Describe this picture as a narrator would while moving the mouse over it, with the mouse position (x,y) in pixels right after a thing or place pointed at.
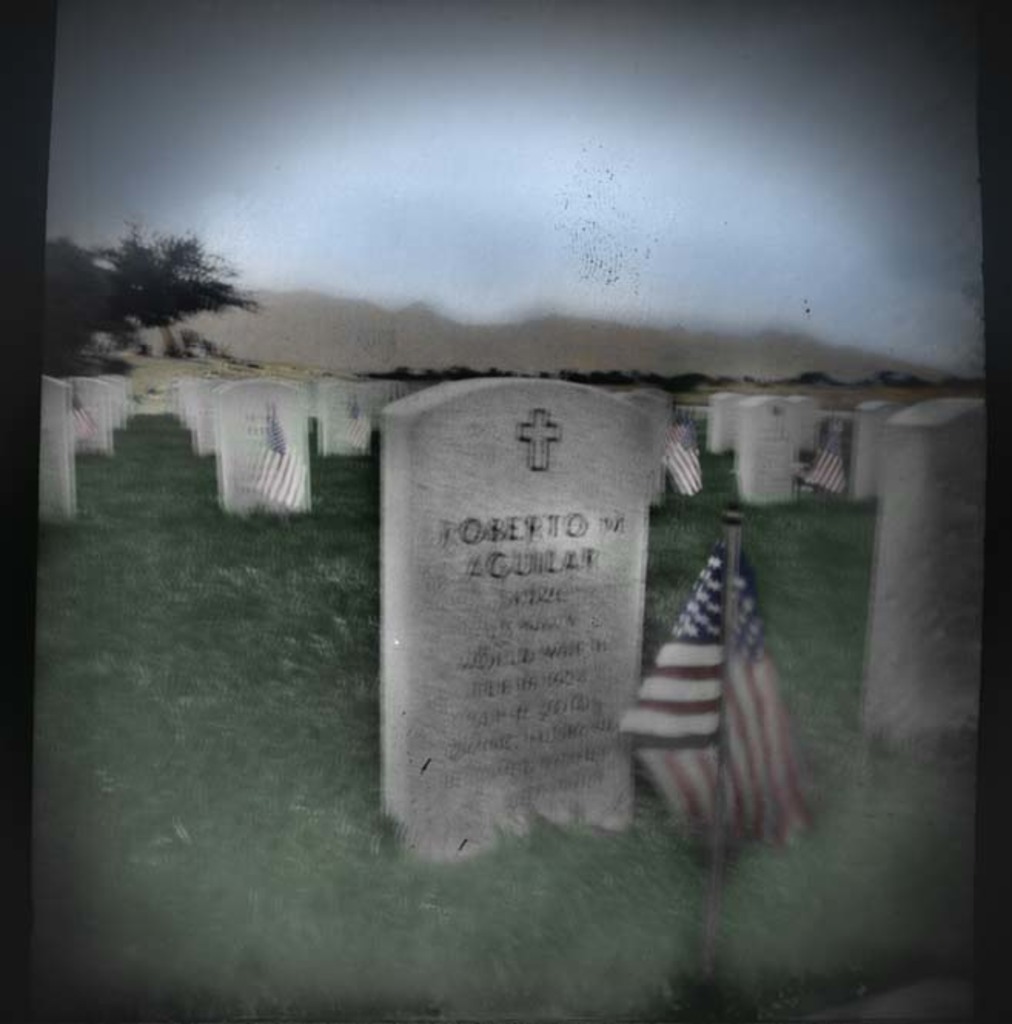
In this picture we can see some graves (492,459) here, there is a flag (728,739) here, at the bottom (401,839) there is grass (299,573), we can see trees (114,298) on the left side (132,271), there is the sky (510,156) at the top of the picture (517,166).
